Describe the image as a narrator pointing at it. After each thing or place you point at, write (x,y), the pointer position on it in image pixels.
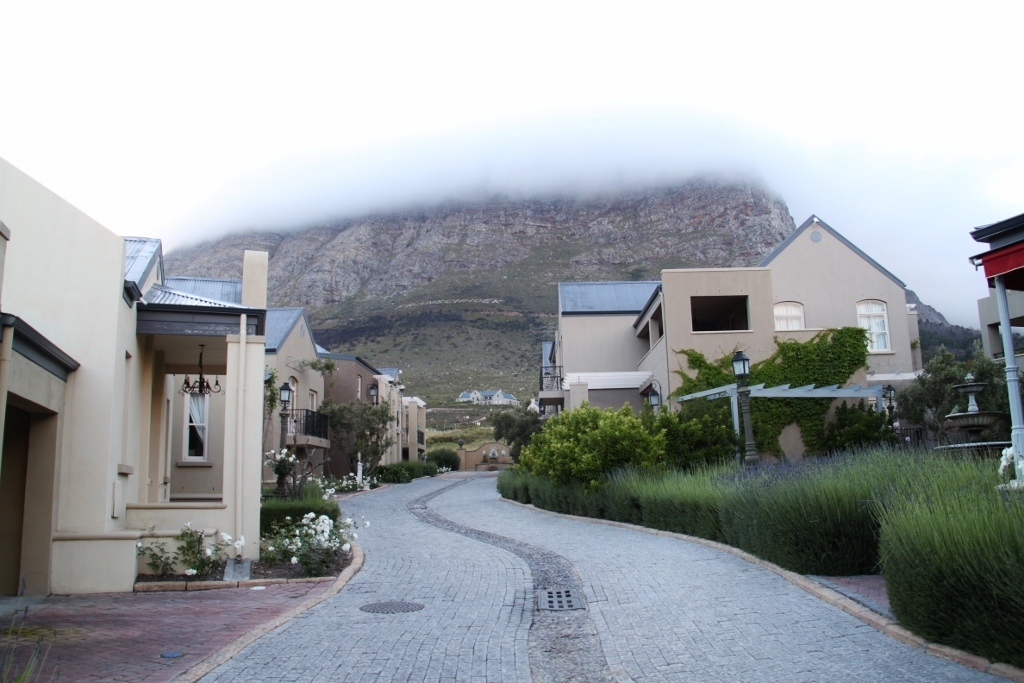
In this image, we can see a path (453,571) in between plants (554,441) and buildings (677,348). There is a grass (935,514) on the right side of the image (942,507). There is hill (500,275) in the middle of the image (524,282). There is a sky (499,162) at the top of the image (484,52).
